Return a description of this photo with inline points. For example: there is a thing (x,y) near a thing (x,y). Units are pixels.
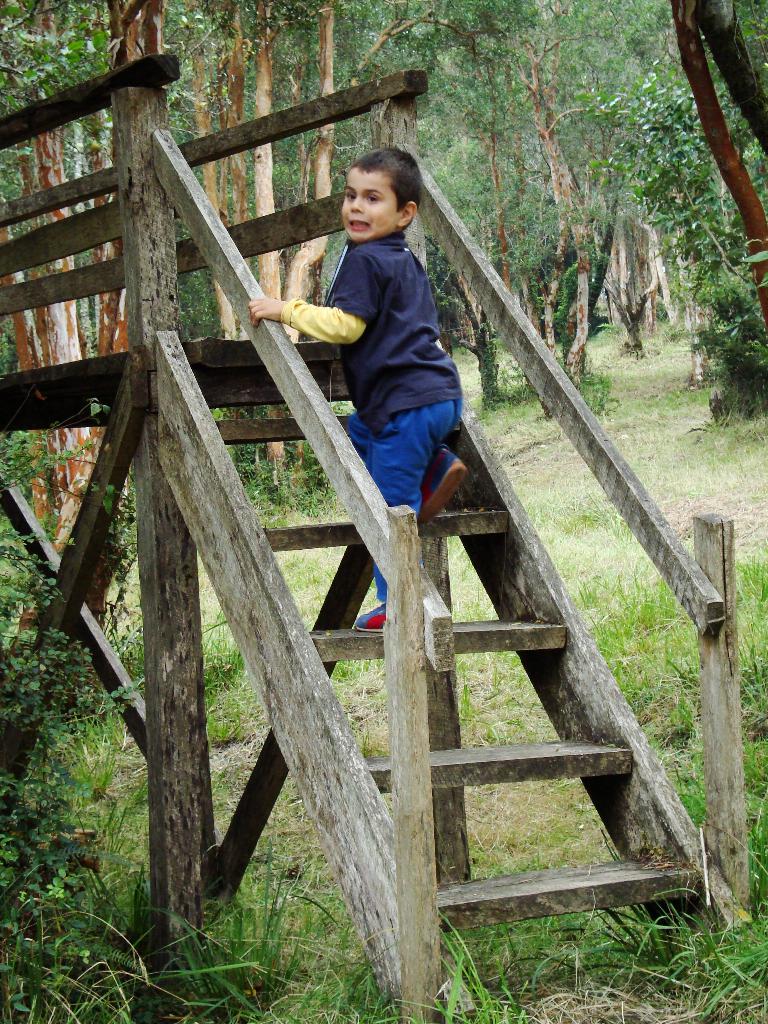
In this image there is a boy (362,309) who is walking on the wooden steps (560,761). In front of him there is a wooden bridge (83,375). At the bottom (321,933) there is grass (279,903) on the ground (707,970). In the background (490,137) there are tall trees (493,122) and some plants (709,352).
